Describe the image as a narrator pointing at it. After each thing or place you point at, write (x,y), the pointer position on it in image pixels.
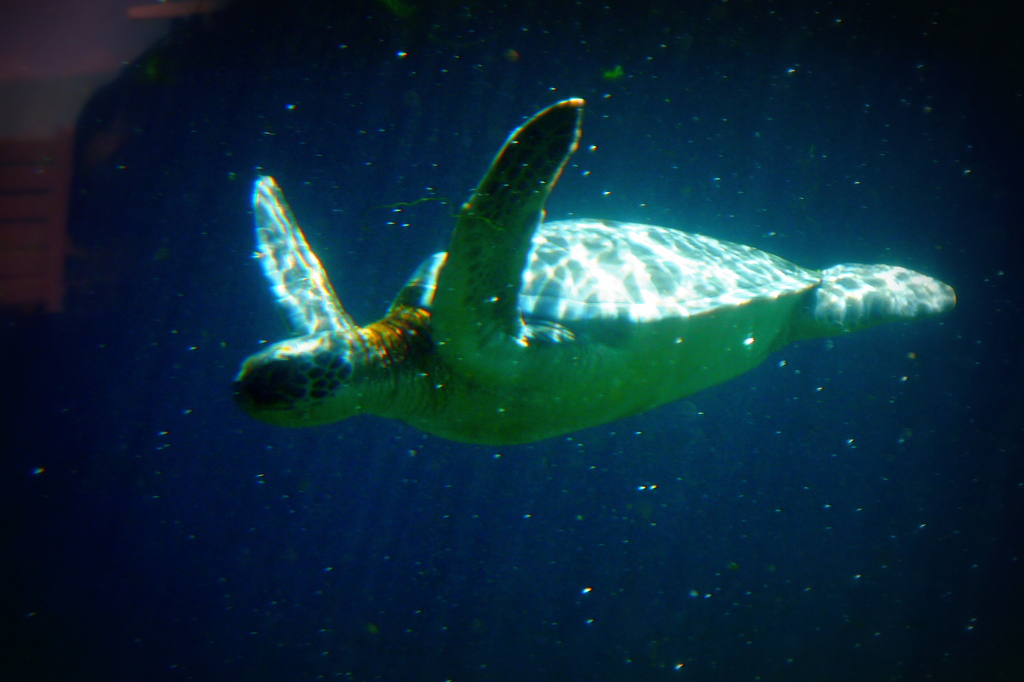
In this image I can see a tortoise (379,349) in the water (475,560).
